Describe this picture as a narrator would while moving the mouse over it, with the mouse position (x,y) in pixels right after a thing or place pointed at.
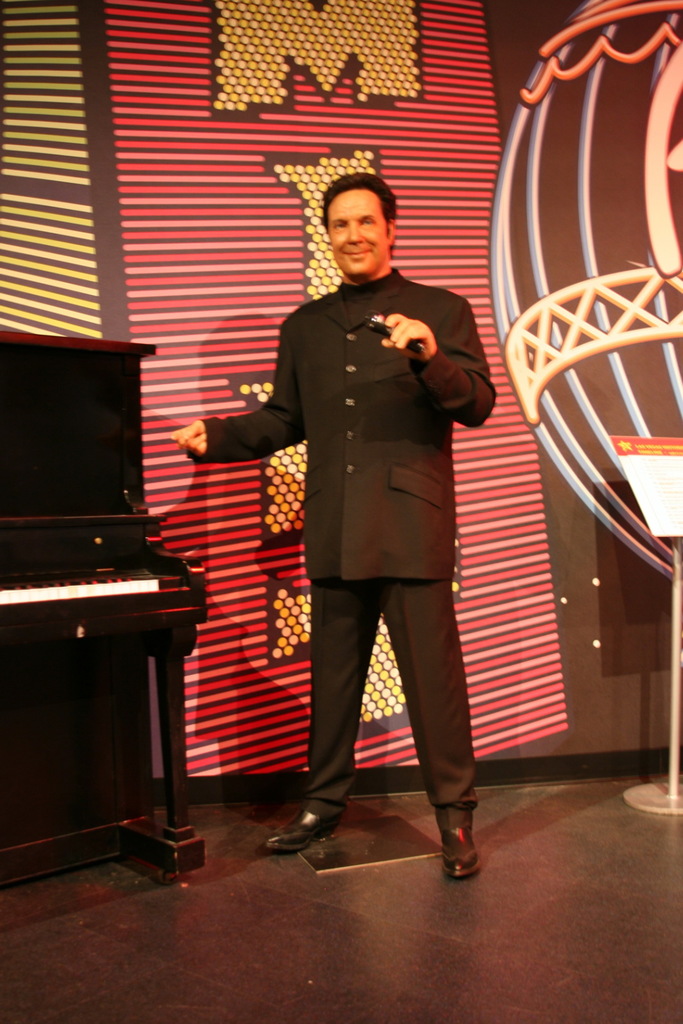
In this picture we can see a man (408,591) standing on the floor (365,945). And this is the piano (149,705), and there is a wall (326,128) on the background (326,128).
